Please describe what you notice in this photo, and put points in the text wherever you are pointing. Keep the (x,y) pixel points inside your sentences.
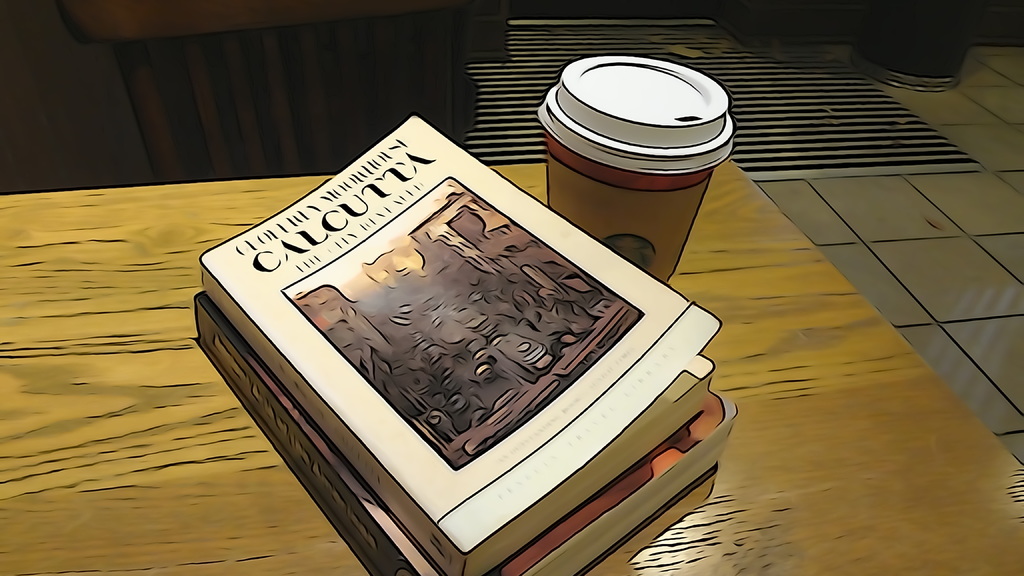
In the picture I can see the books (554,422) and a glass (628,149) on the wooden table (752,334). I can see an object (903,37) on the top right side (950,33). This is looking like a carpet (819,145) on the floor (914,95).
